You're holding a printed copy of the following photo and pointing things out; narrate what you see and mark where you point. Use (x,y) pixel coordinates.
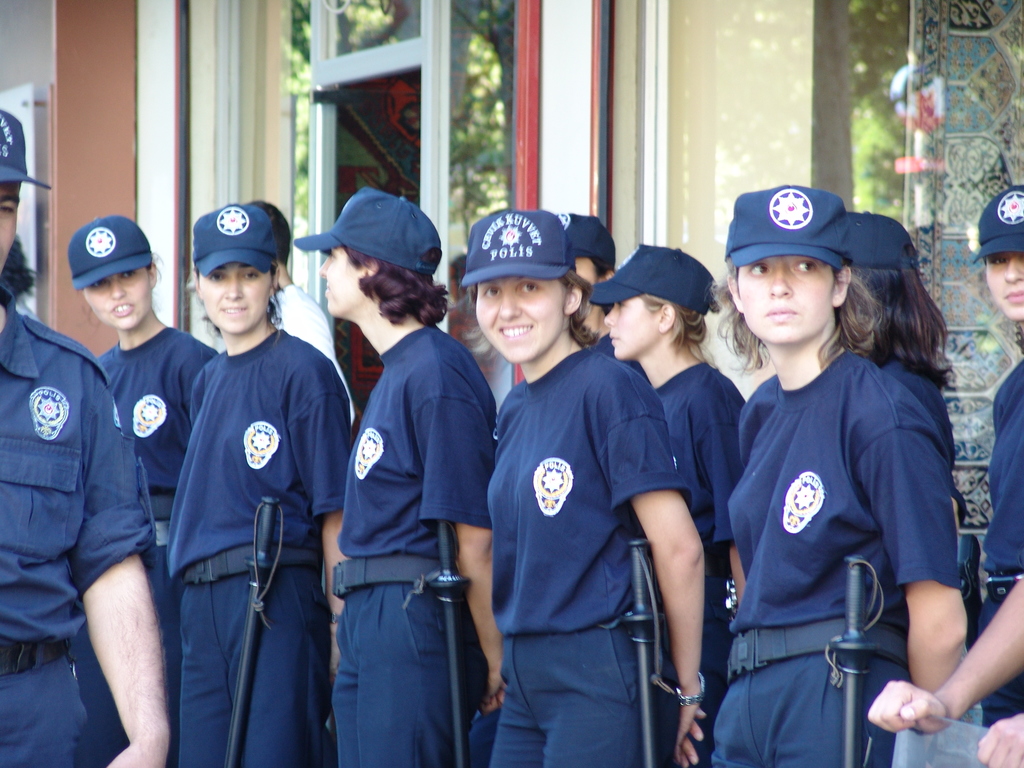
In this image we can see some people (507,595) standing and wearing uniform (927,500) and caps (2,146). There is a building (653,100) in the background (653,100).
